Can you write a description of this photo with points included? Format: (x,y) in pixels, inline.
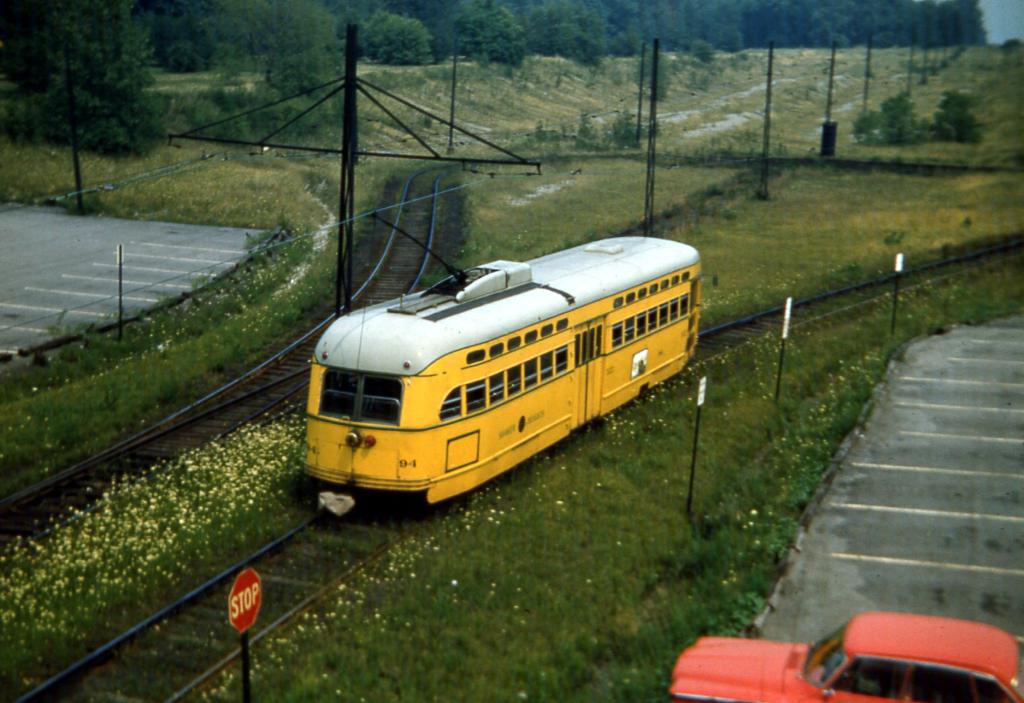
In this picture I can see a car (730,641) on the right bottom (753,644) and in the middle of this picture (438,333) I see the roads (16,344), plants (21,554), flowers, tracks (418,272), train (496,353), few boards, poles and in the background (302,83) I see the trees (286,38).
